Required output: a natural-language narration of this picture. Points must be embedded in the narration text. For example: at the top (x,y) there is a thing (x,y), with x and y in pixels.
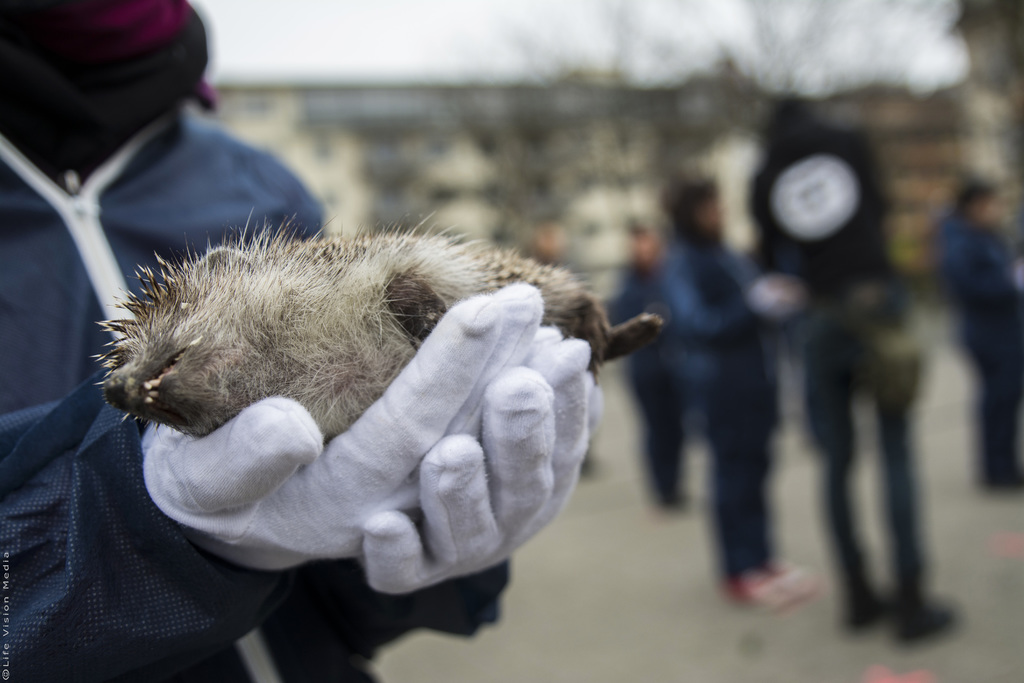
On the left side of the image (115,642) a person (6,471) is standing and holding something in his hand (530,394). On the right side of the image (1016,348) few people (1016,348) are standing. Background of the image (507,3) is blur.
